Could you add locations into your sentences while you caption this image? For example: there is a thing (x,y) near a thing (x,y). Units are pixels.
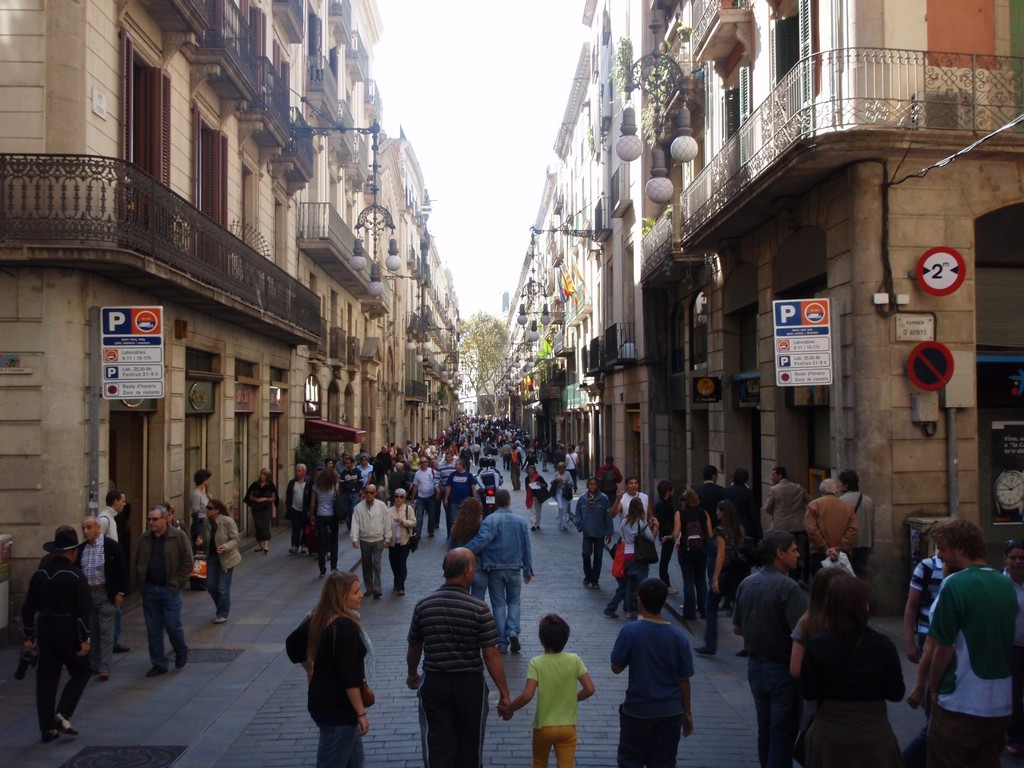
In the middle of the image (360,477) I can see people (305,493) are walking and trees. On the left (261,213) and right side of the image (821,208) I can see buildings (445,302) and some written text boards (142,355).
